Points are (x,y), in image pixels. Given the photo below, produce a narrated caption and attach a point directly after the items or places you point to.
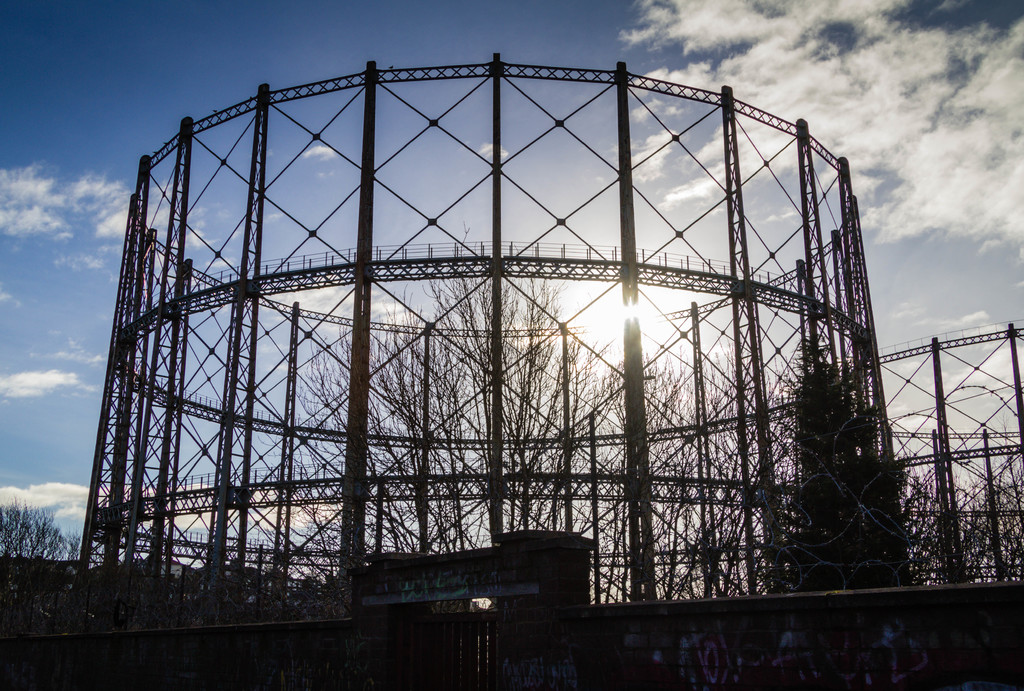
In this image I can see the sky (128,112) and fence (781,278) and trees (927,525) and the image is very dark.
